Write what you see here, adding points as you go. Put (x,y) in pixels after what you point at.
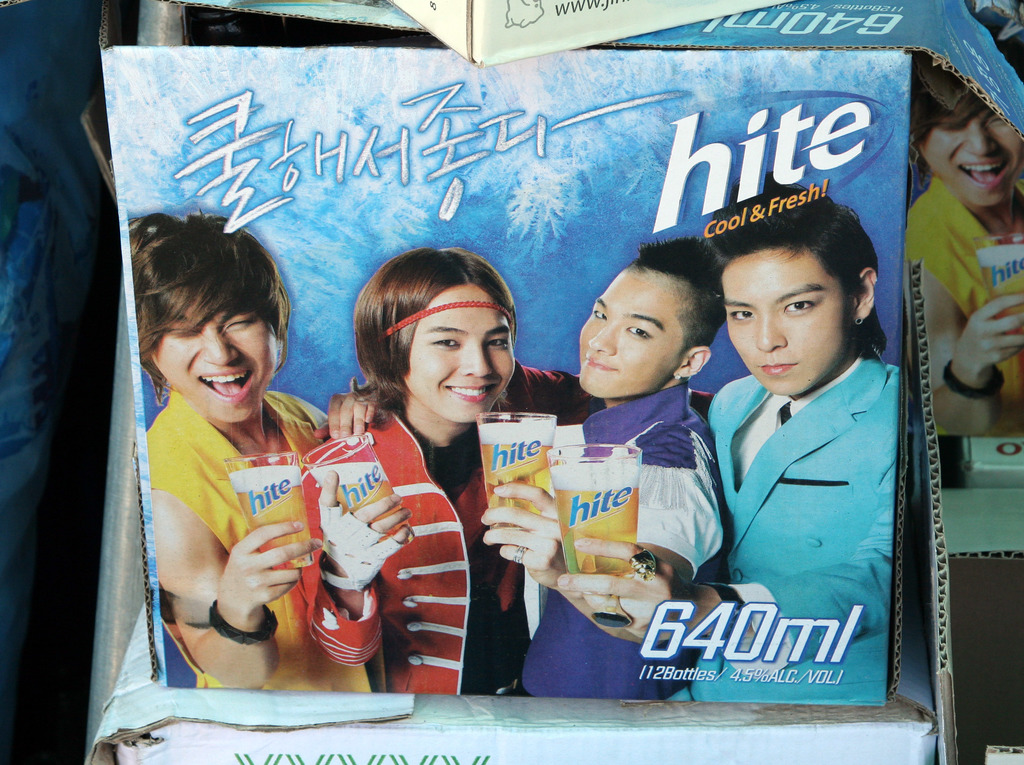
In this image 4 person (248,249) are standing by holding the beer glasses (613,569) in their hands (544,544) and smiling.
